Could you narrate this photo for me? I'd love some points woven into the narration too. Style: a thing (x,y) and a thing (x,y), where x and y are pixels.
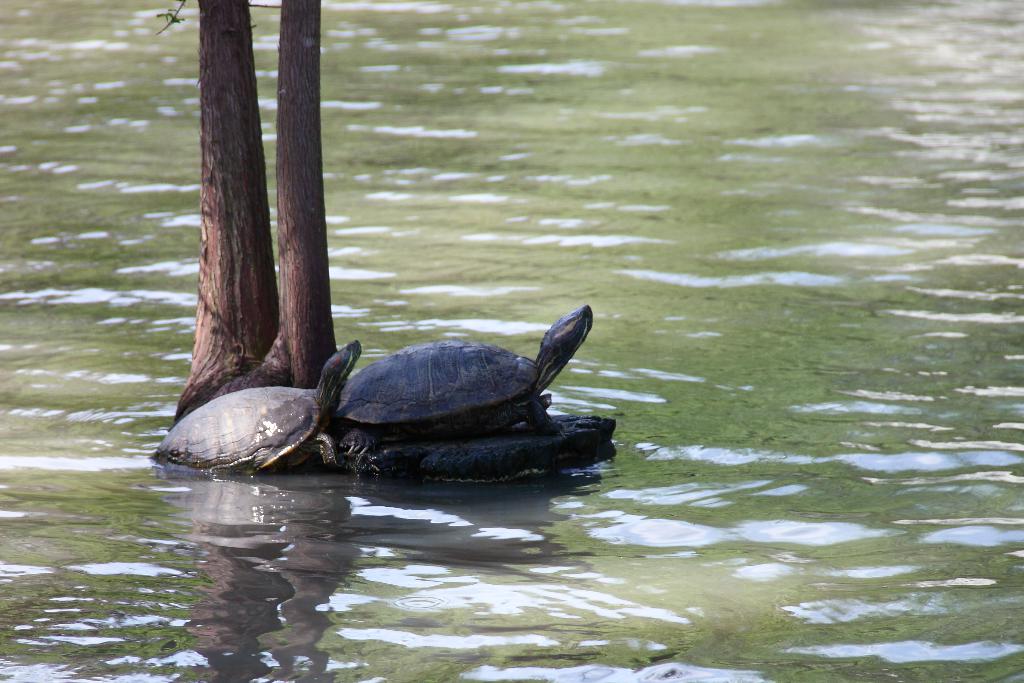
In this image we can see two tortoises (408,390) on the rock (475,452), there are trees (241,186), also we can see the water (846,86).
